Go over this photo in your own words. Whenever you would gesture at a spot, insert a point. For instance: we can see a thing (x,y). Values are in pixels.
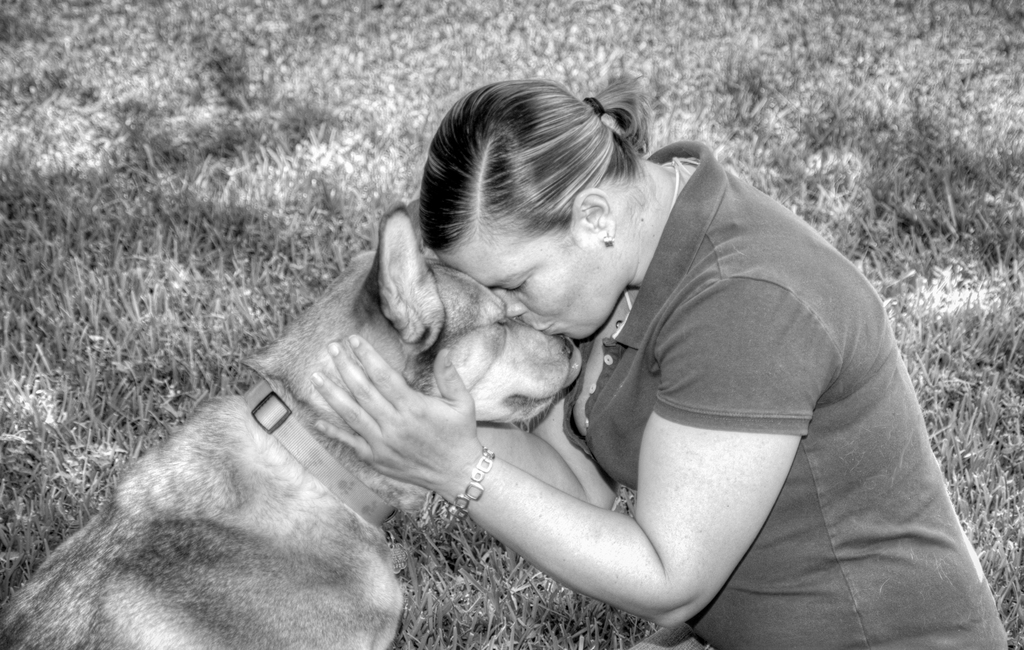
In this image I can see a woman (518,178) kissing a dog (433,332). In the background (95,292) I can see the grass (187,283). This is a black and white image. She's wearing a bracelet (483,480) to her left hand (444,460).
